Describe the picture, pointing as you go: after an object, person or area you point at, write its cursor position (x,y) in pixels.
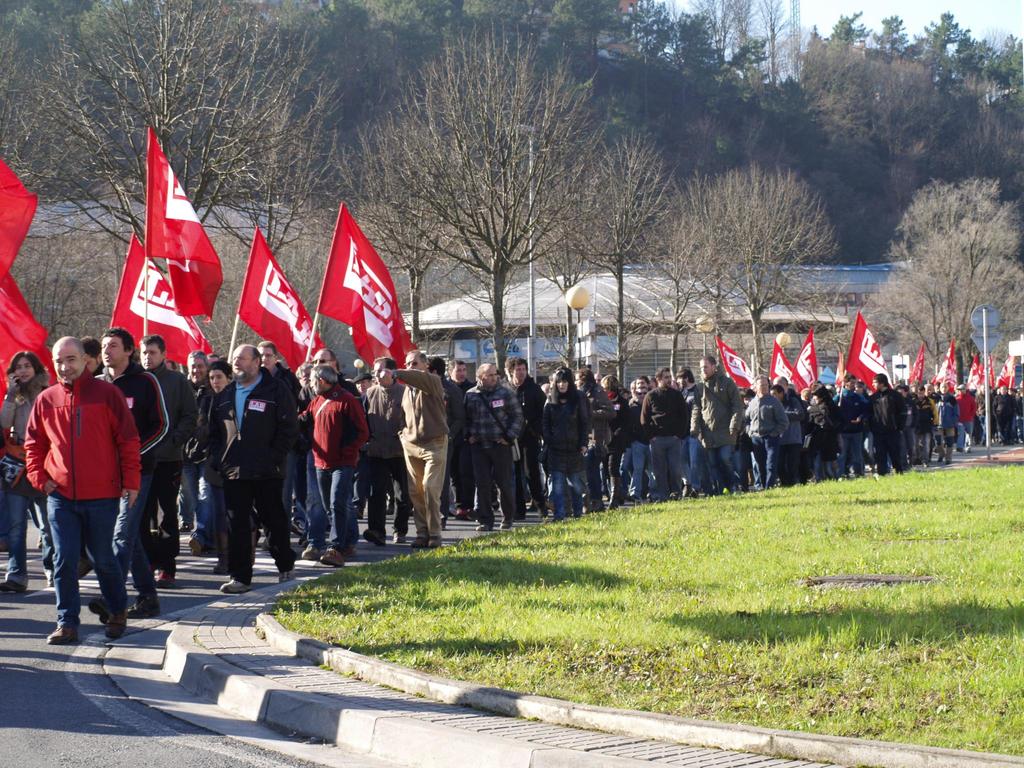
In this picture we can see a group of people (489,398) walking on the road (77,689), grass (604,525), light poles (529,355), trees (922,314), building (879,286), some objects (459,351), some people (707,376) are holding flags (855,343) with their hands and in the background (873,14) we can see the sky (837,14).
